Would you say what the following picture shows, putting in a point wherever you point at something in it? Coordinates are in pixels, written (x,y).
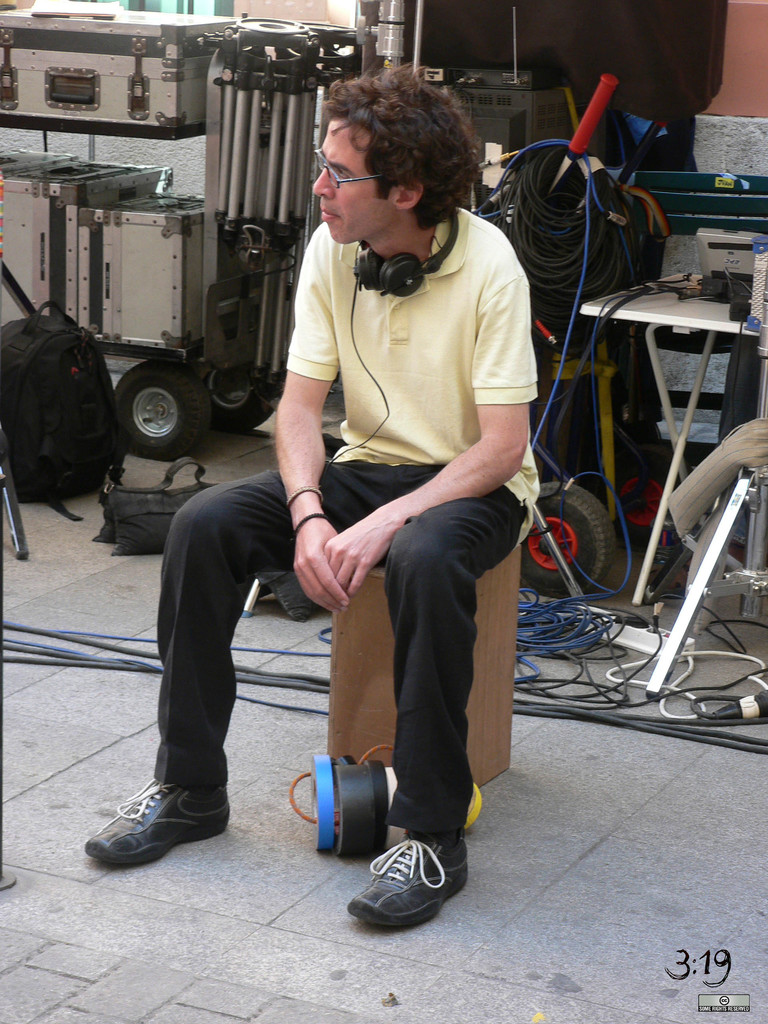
In this picture a man (408,536) is sitting in the center (349,668) on the wooden stool (484,695). In the background (148,66) there is a box (134,122), table (731,328), wires (582,629), black colour bag (93,475).
